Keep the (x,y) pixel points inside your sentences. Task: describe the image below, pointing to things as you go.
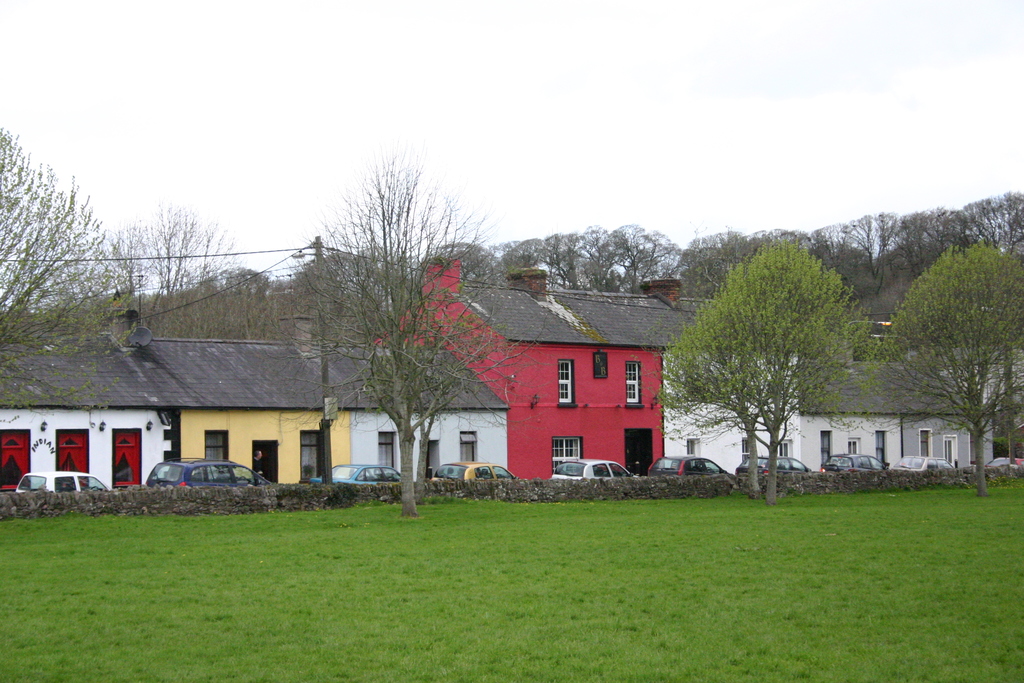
In this image I see houses (314,345) and I see the cars (504,467) over here and I see the green grass (229,547), wall (462,488), trees (774,436) and I see a pole (321,317) over here and I see the wires (339,251). In the background (647,3) I see the sky (546,156).
